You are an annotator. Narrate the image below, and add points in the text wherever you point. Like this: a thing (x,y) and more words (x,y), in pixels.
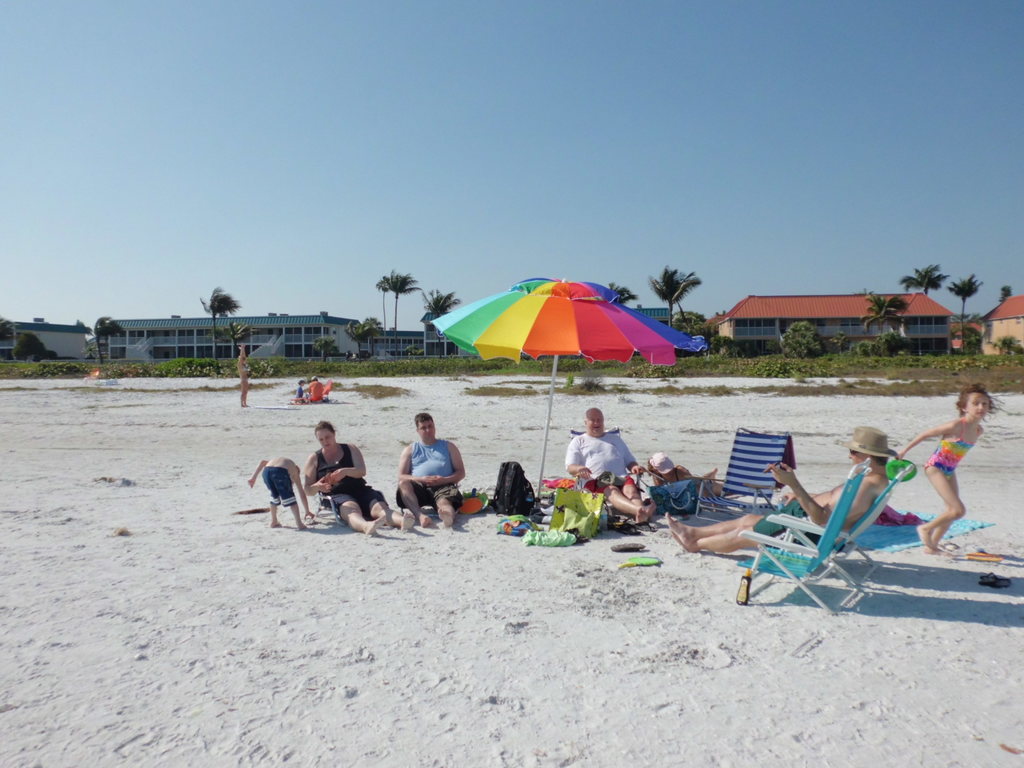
In this picture I can see there are a few people (432,494) sitting on the chairs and there is a boy (280,486) at left (292,504) and a girl (955,498) at the right side (931,459). There is a person (826,495) sitting at right (831,511) on the chair (767,547), he is wearing a hat (864,437), there is an umbrella (607,349) and it is of multi color and there are a few people (313,389) behind them, one of them is standing. There are few plants (677,370), trees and building (163,334) in the backdrop (794,360) and the sky (408,99) is clear.
